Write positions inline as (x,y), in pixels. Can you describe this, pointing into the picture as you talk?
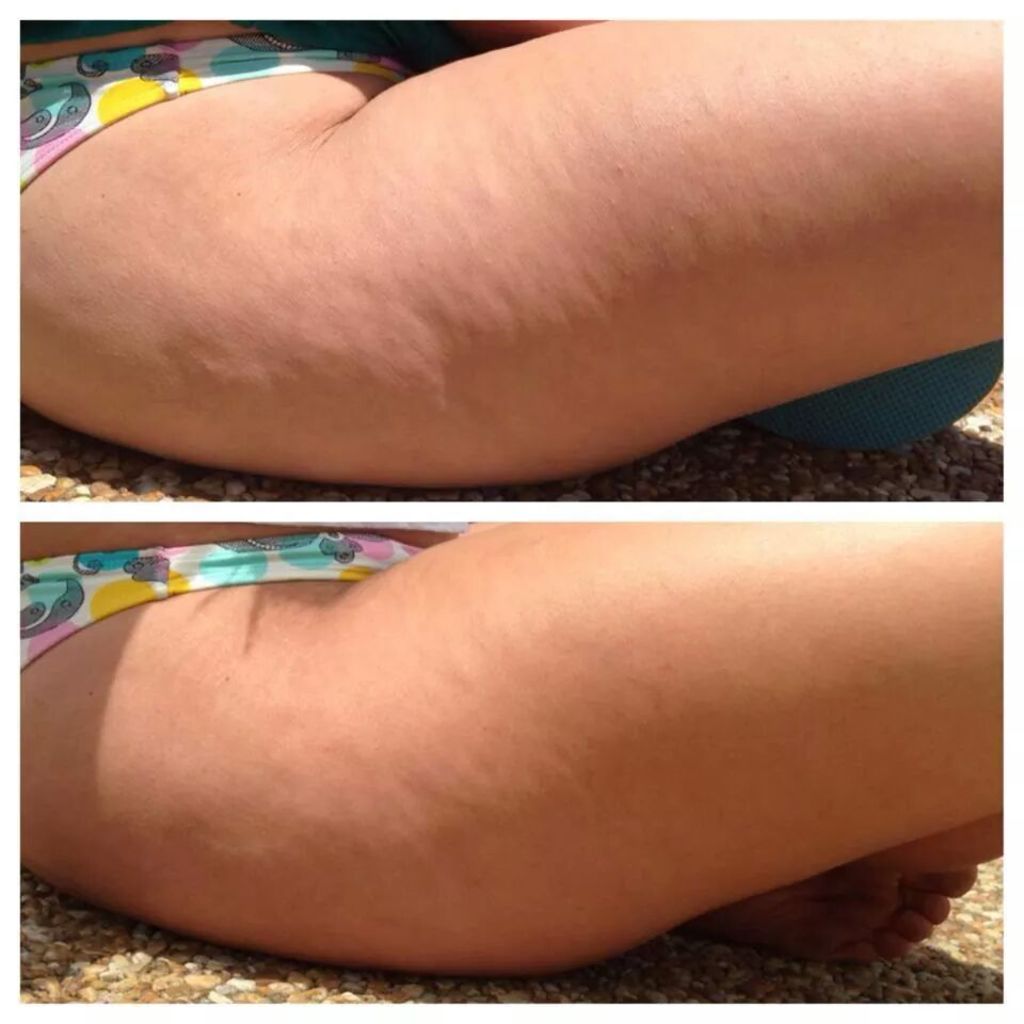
In this image I can see collage photos and in these photos I can see legs (415,275) of people (479,352). I can also see stones (61,948) under these legs (743,679).
